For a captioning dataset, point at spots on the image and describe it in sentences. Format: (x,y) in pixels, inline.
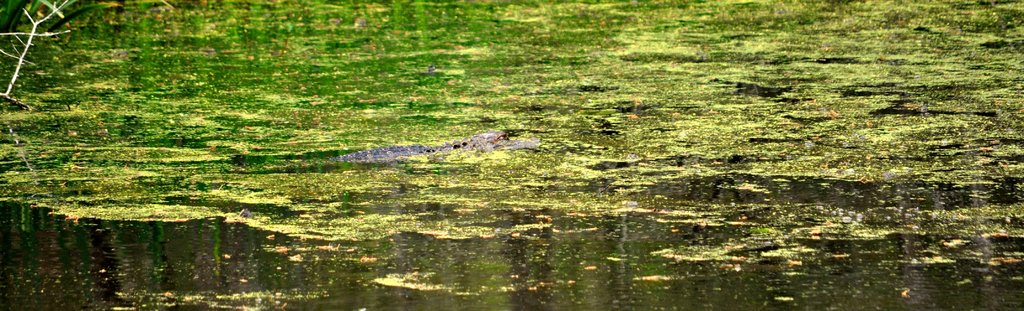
In this image I can see a crocodile (387,151) in water (475,171) which is in black color. I can see something (363,59) which is in green color on the water (373,45).
